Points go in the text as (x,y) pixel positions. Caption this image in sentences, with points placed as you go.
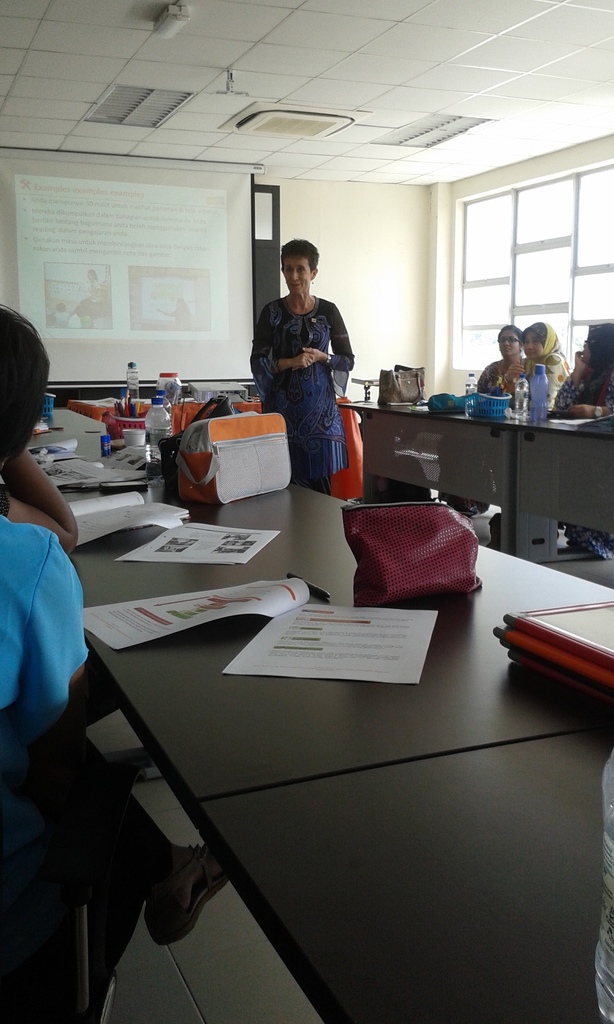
This picture is clicked in a room (360,220). There are two persons (47,826) sitting besides a table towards the left (9,636). On the table (397,816) there are some papers (247,556), bottles (158,434) and bags (231,494). Towards the right (471,471) there is another table (488,445) and three people (606,329) are sitting beside it. In the middle (328,472) there is a woman (311,482) and she is wearing a blue dress (311,440). In the left (143,256) there is a projector (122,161), in the top (203,13) there is a ceiling (270,44).
